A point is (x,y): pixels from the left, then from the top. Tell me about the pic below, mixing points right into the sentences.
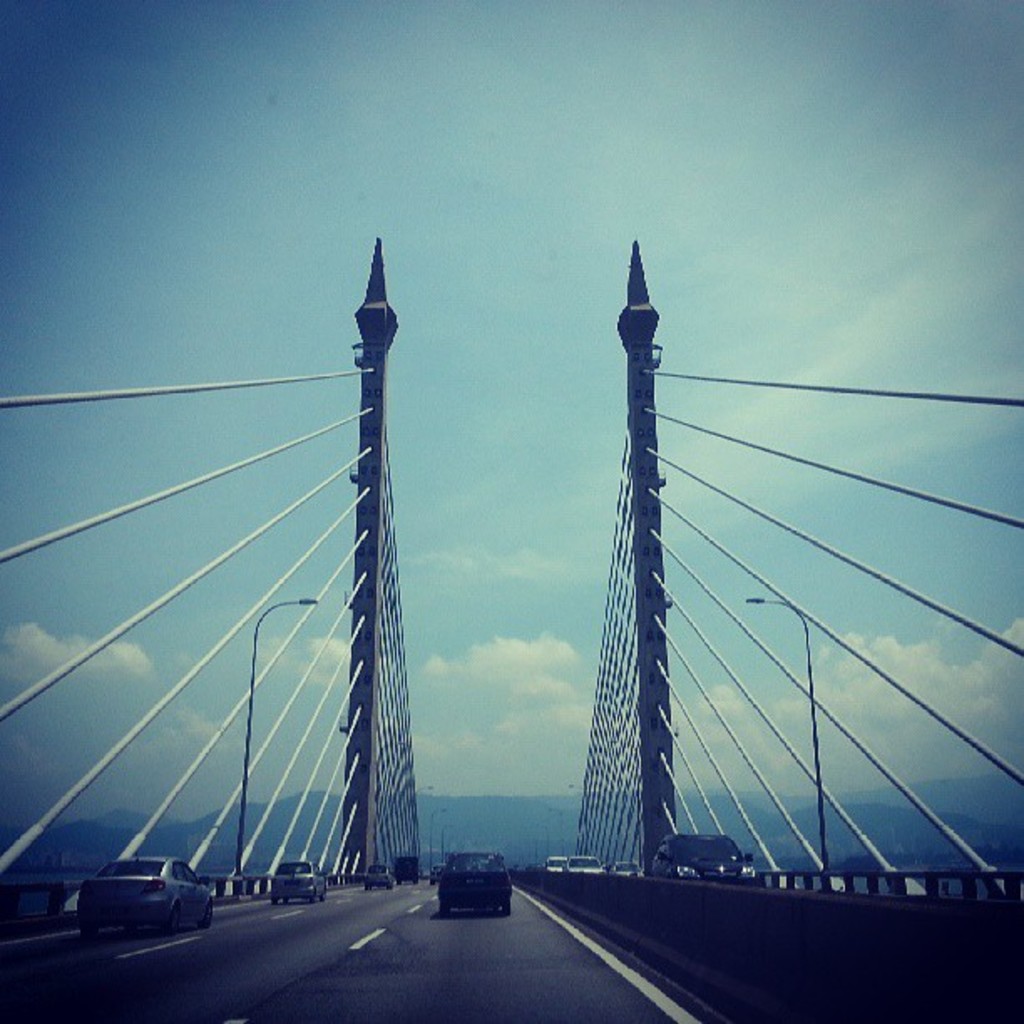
In this image, we can see poles (664,826). At the bottom (703,858), there are few vehicles (179,924) on the road (449,989). Background (485,744) we can see the sky (544,740) and mountains (520,819).
